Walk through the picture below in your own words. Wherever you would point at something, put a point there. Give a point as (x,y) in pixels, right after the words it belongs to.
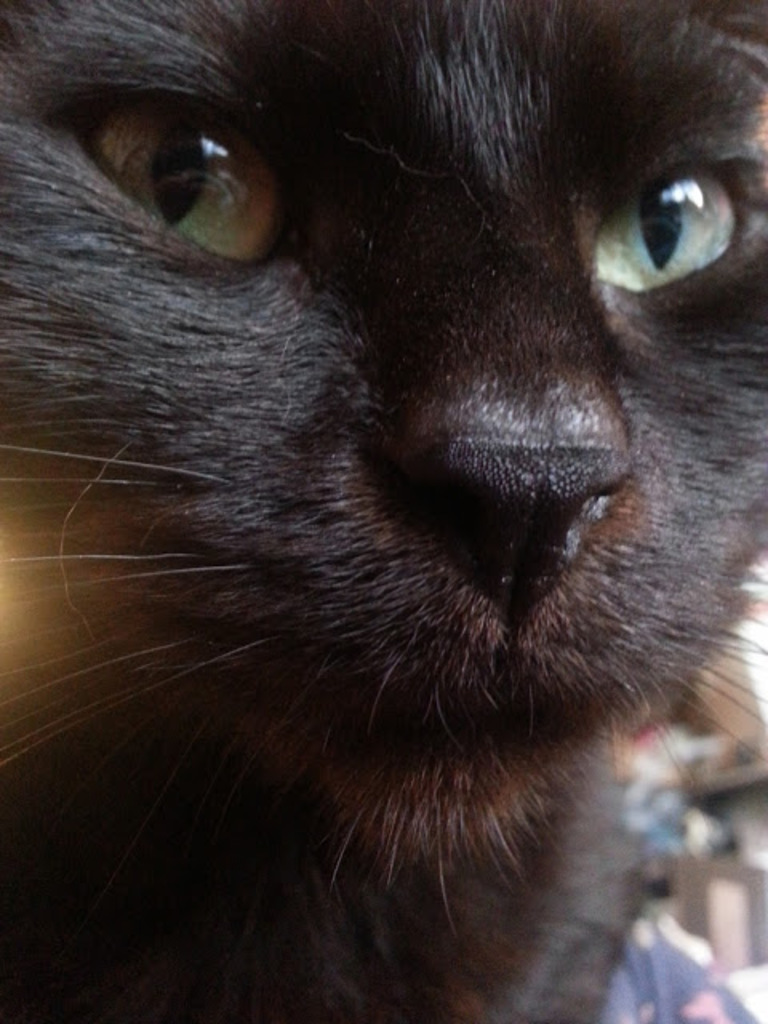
In this image there is one cat (412,671), which is in black color.
